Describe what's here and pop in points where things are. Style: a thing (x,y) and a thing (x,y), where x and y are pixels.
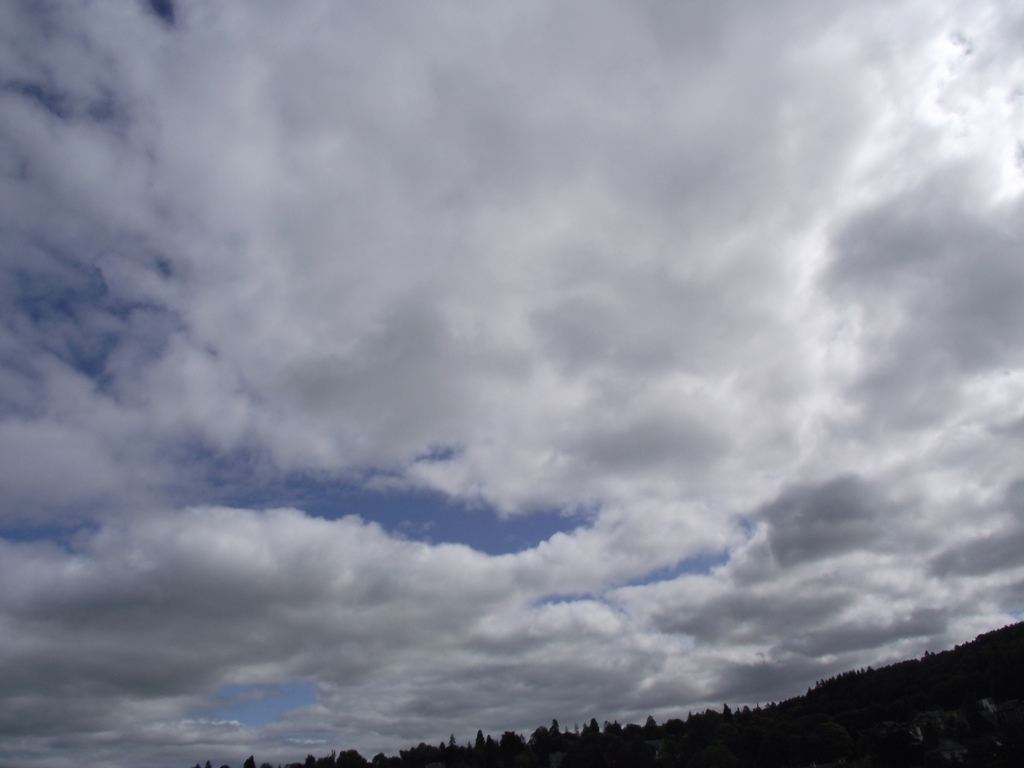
This picture is clicked outside the city. In the foreground (956,710) we can see the trees (1005,669) and some other objects (930,725). In the background (815,543) there is a sky (456,389) which is full of clouds (700,320).
